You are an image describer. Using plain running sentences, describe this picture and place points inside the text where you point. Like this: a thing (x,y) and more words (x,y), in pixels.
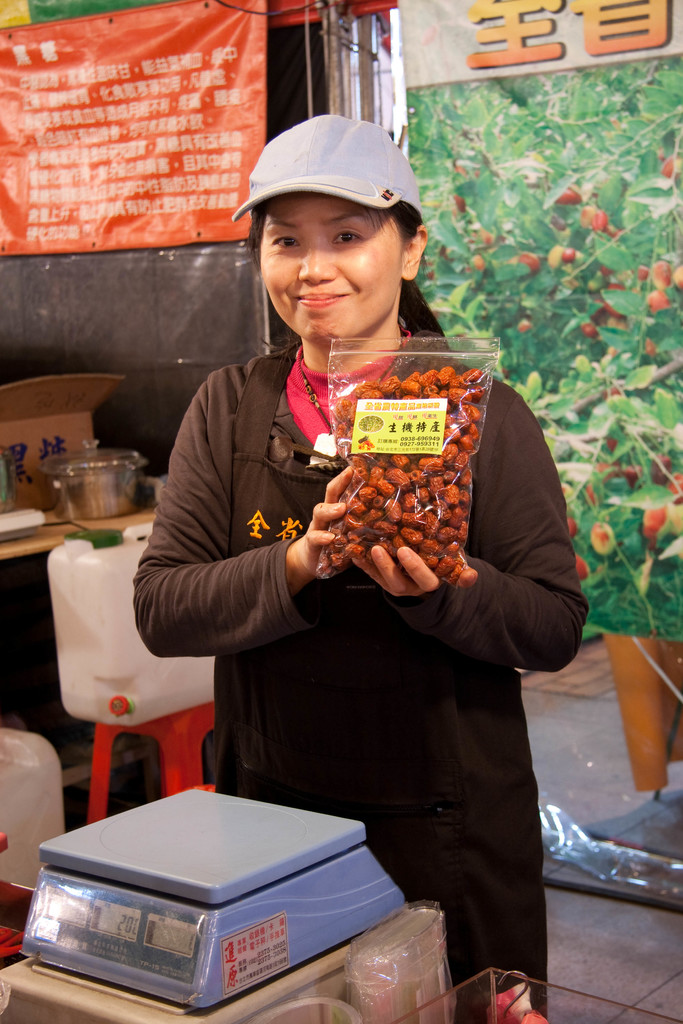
In this image we can see a woman (300,475) standing and holding a packet (338,531), in front of her we can see a weight balance (156,954), there are water cans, stool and a table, on the table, we can see a bowl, cardboard box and some other objects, in the background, we can see the banners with some text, fruits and plants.
